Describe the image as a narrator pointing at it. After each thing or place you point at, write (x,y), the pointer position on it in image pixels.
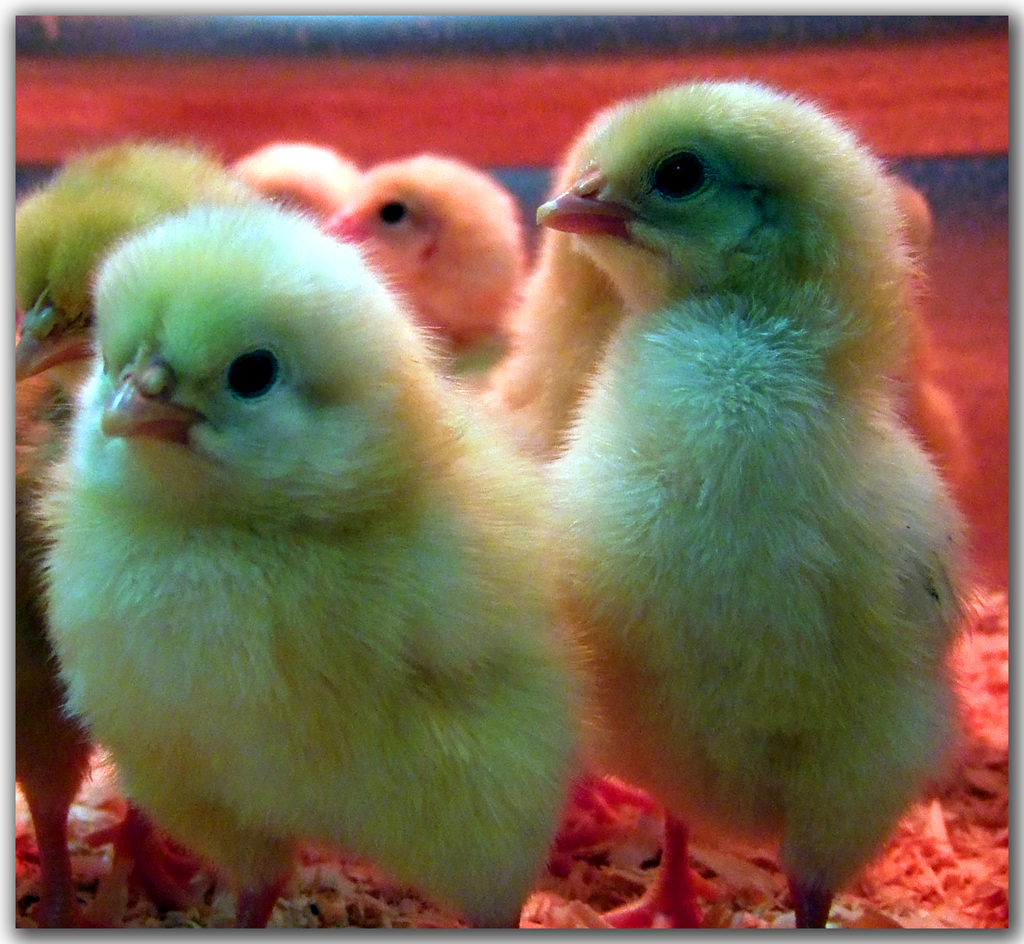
These are the beautiful yellow color chicks (591,440) that are standing.
